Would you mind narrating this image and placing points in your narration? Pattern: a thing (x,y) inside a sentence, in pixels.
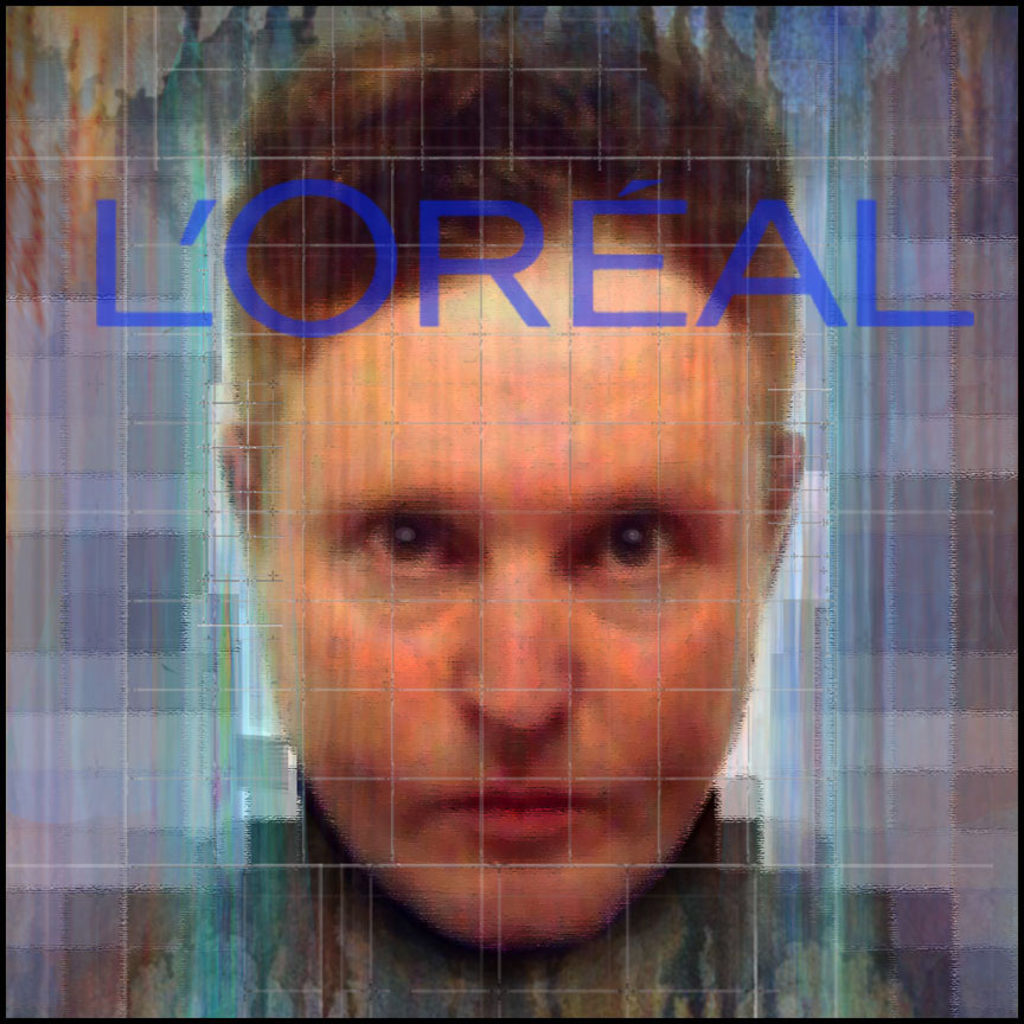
It is an edited image, there is a picture (353,710) of a person (540,528) and on that picture (196,122) it is mentioned as ¨L'OREAL¨.
